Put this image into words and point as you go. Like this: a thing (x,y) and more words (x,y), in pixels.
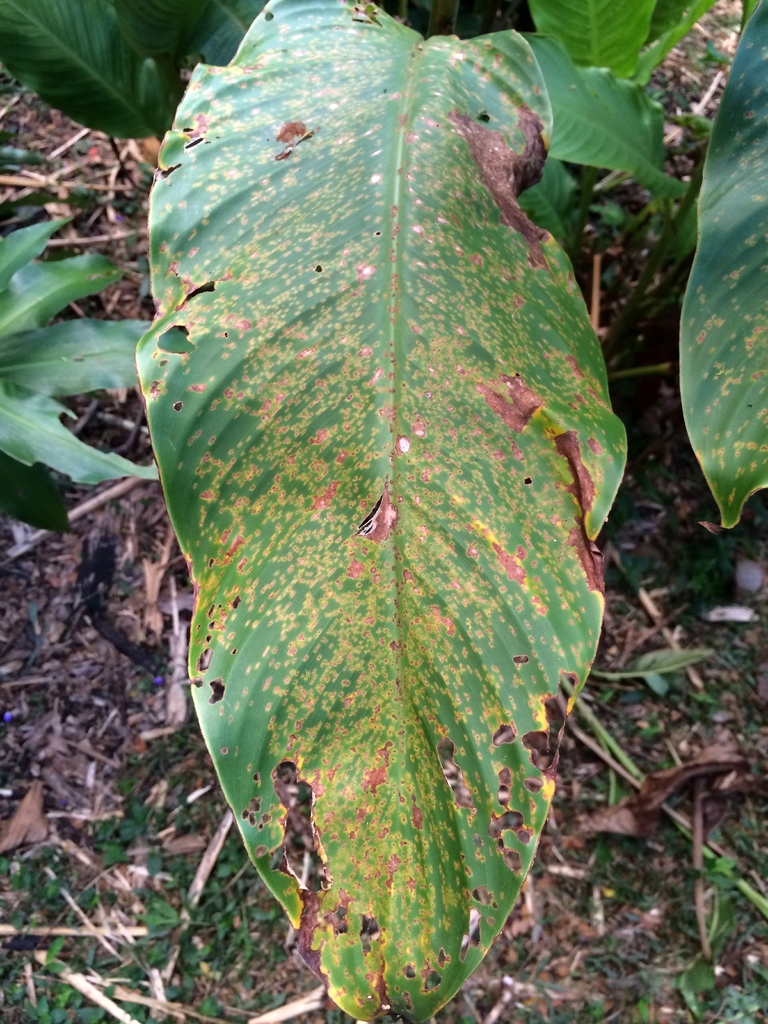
In this image, in the middle (443,466), we can see a leaf (346,257) which is in green color. On the right side (722,192), we can also see a leaf (764,130). On the left side (47,299), we can see a plant (107,369). In the background (603,20), we can see green color. At the bottom (18,1023), we can see a land (608,920) with some leaves (247,915).
